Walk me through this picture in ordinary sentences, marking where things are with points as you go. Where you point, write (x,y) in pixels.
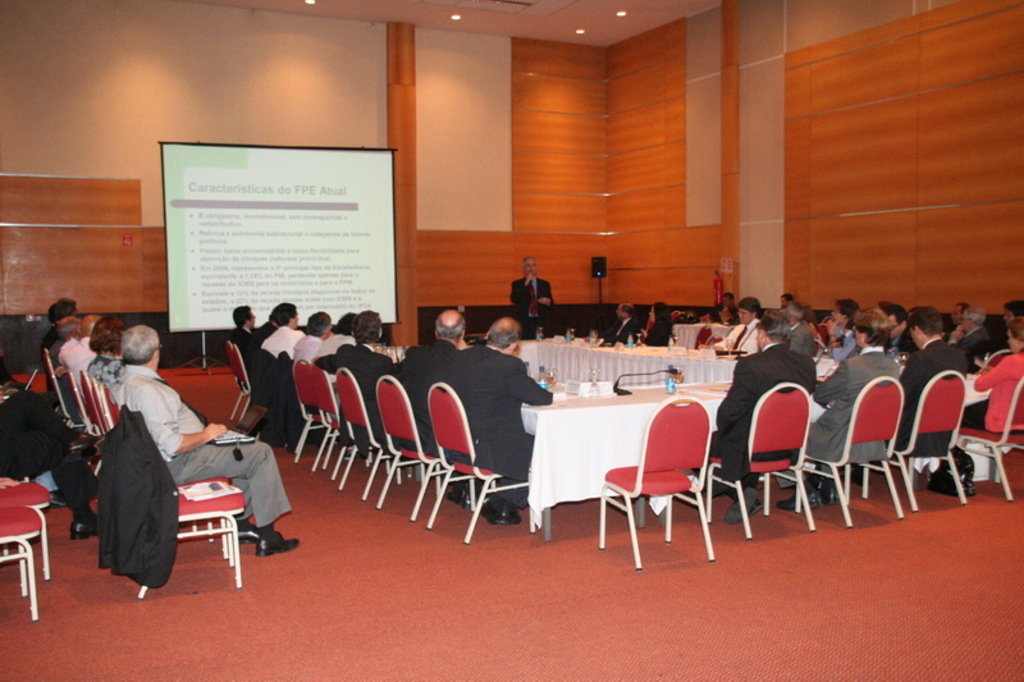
This is a picture of a meeting. In the background (308,213) there is a screen (336,302). In the center of the image (505,333) there are lot of people (147,353) seated in chair (1004,433). There is a desk (659,384) on the desk (599,402) there bottles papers (602,382) and mic (613,389). Floor (330,602) is covered with mat (710,650).
